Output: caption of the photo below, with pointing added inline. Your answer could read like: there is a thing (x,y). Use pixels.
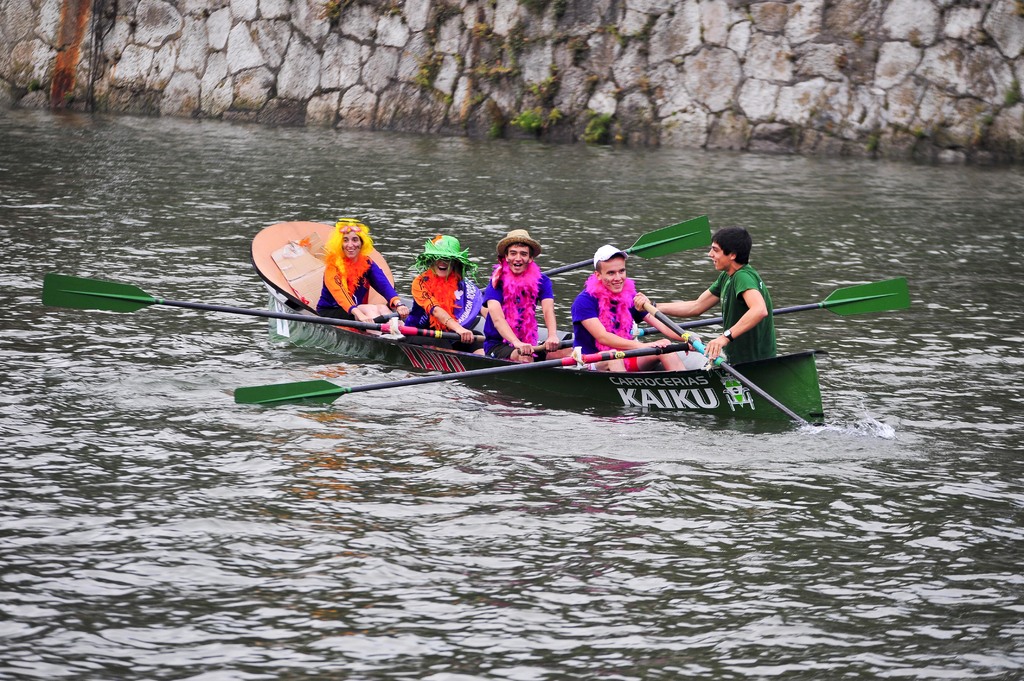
In the image we can see there are five people (492,299) sitting in the boat (608,372), they are wearing clothes (341,299) and three of them are wearing the cap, they are holding paddles (503,374) in their hands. Here we can see the water (640,156), grass (522,117) and the stone wall (824,87).
